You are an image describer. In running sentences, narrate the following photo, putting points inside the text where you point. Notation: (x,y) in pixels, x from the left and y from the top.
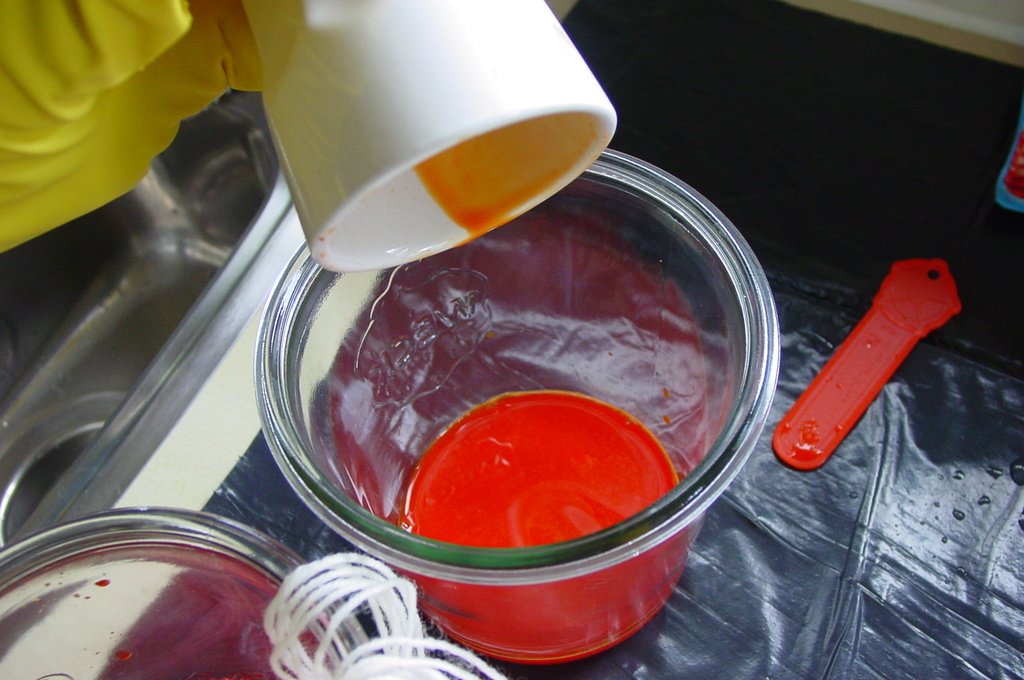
In this image we can see bowls (517,348). There is a white color cup (433,218) and there are some other objects (378,583) on the surface (855,548).
